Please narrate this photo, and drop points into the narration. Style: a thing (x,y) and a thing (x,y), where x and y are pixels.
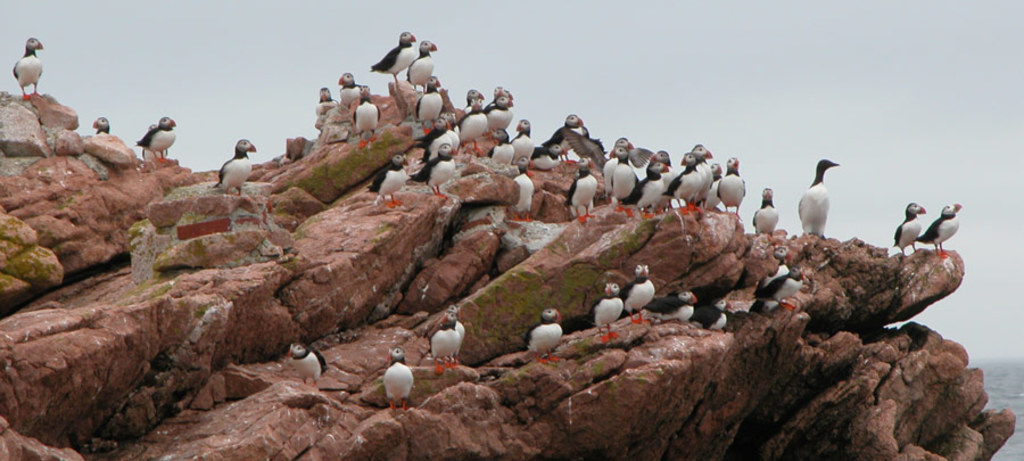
In this image I can see the hill (357,178), on the hill (357,178) I can see group of birds (706,164) and at the top (416,32) I can see the sky (897,32).
